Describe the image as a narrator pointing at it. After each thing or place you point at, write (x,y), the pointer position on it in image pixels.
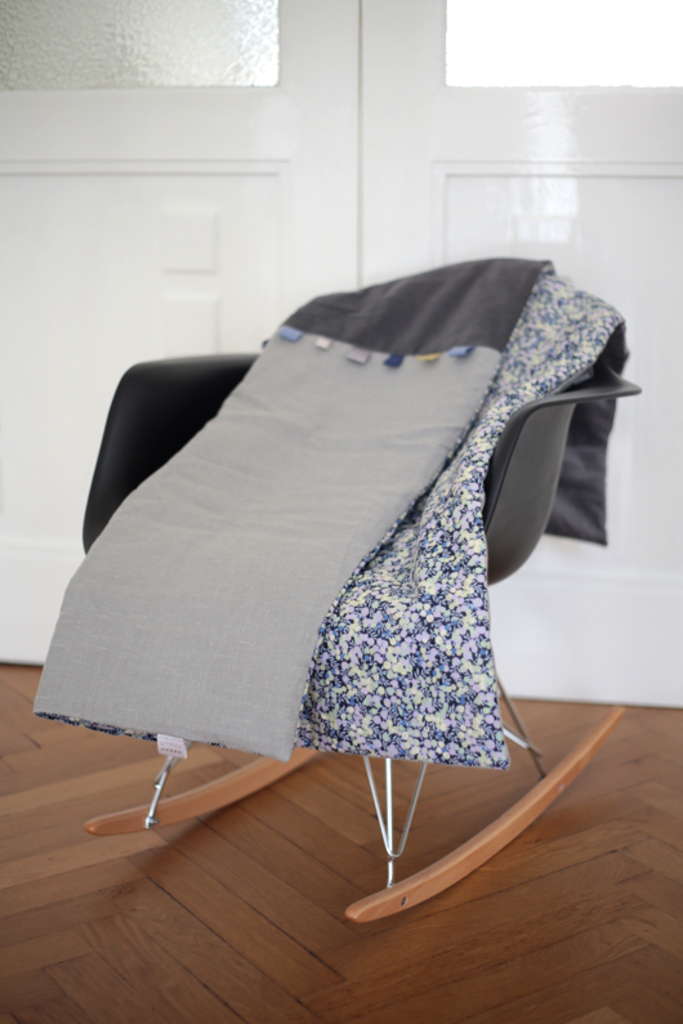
In this picture we can see some clothes (377,472) on the chair (135,435) and the chair (146,433) is on the wooden floor (313,832). Behind the chair (166,428) there is a door (489,132) with glasses (507,29).
